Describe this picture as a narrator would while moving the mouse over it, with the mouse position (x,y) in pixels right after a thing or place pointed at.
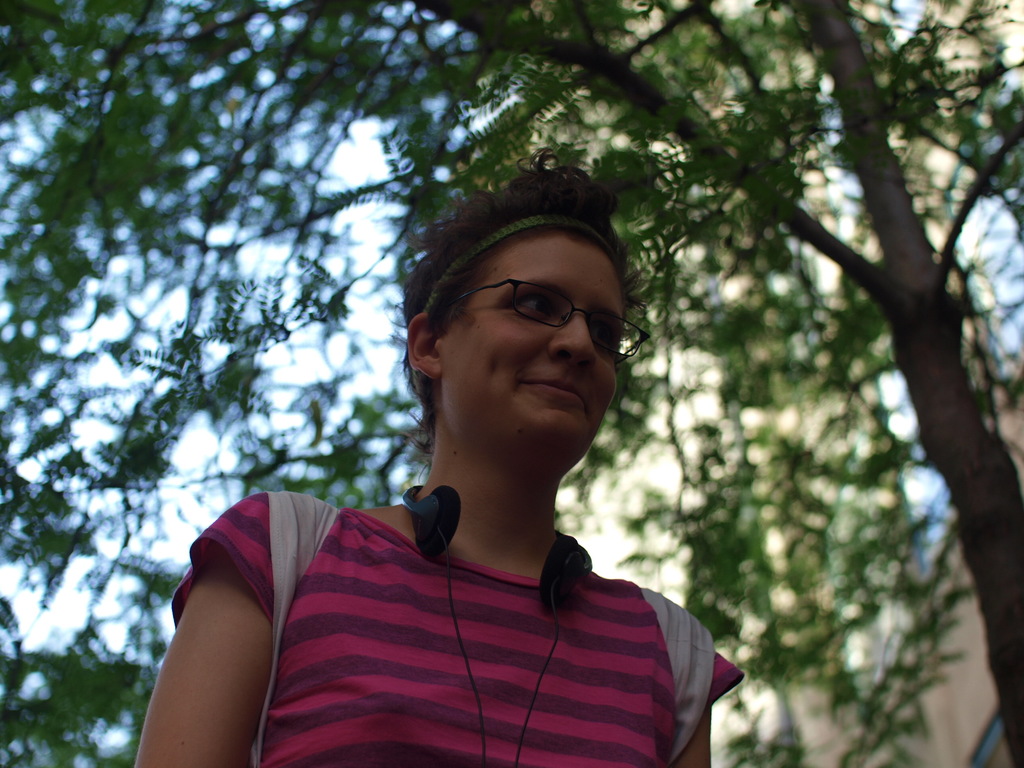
In this picture we can see a person (158,691), wearing a spectacles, headphones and we can see trees (859,133), sky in the background (764,140).
